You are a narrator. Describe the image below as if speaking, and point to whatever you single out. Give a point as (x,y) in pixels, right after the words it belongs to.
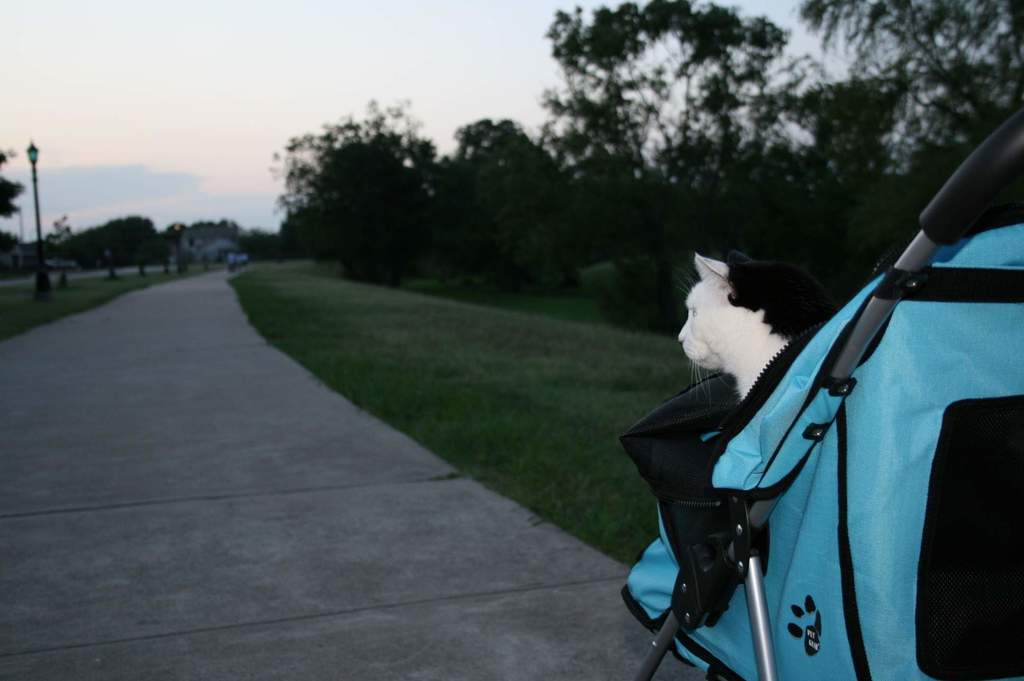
At the bottom of the picture (318,564), we see the road (190,537). Beside that, we see grass (426,345). On the right side (790,343), we see a blue color baby trolley (866,473) in which we can see a white cat (709,360). On the left side (58,239), we see lights poles (33,163) and trees (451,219). There are trees (200,227) in the background (545,195). At the top (347,113), we see the sky (324,123).
